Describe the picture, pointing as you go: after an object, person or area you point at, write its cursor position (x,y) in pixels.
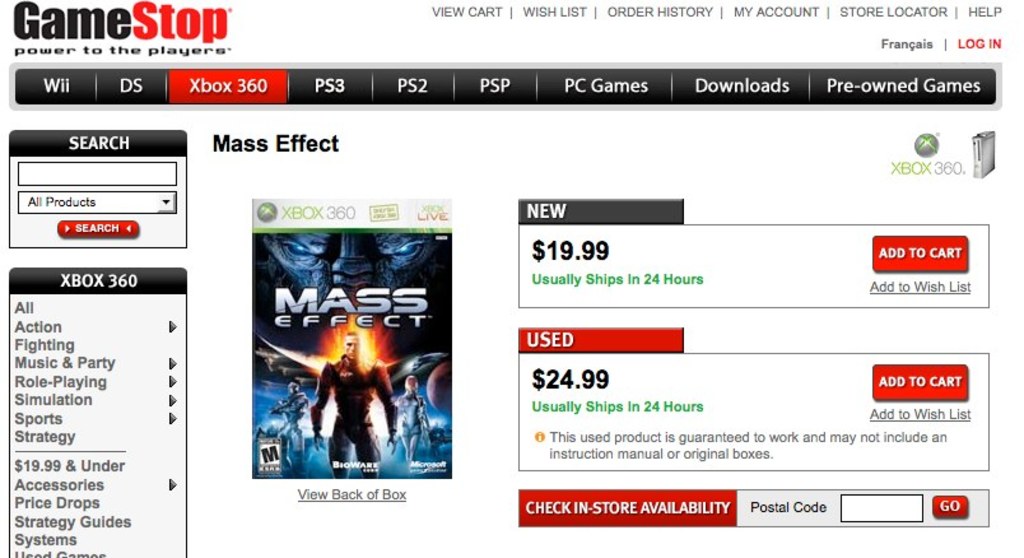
This is a screenshot in this image in the center (435,337) there is one game case (349,432), on the case (380,428) there are some objects (373,392) and some text (318,321) written and on the right side (844,328) and left side of the image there is some text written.
